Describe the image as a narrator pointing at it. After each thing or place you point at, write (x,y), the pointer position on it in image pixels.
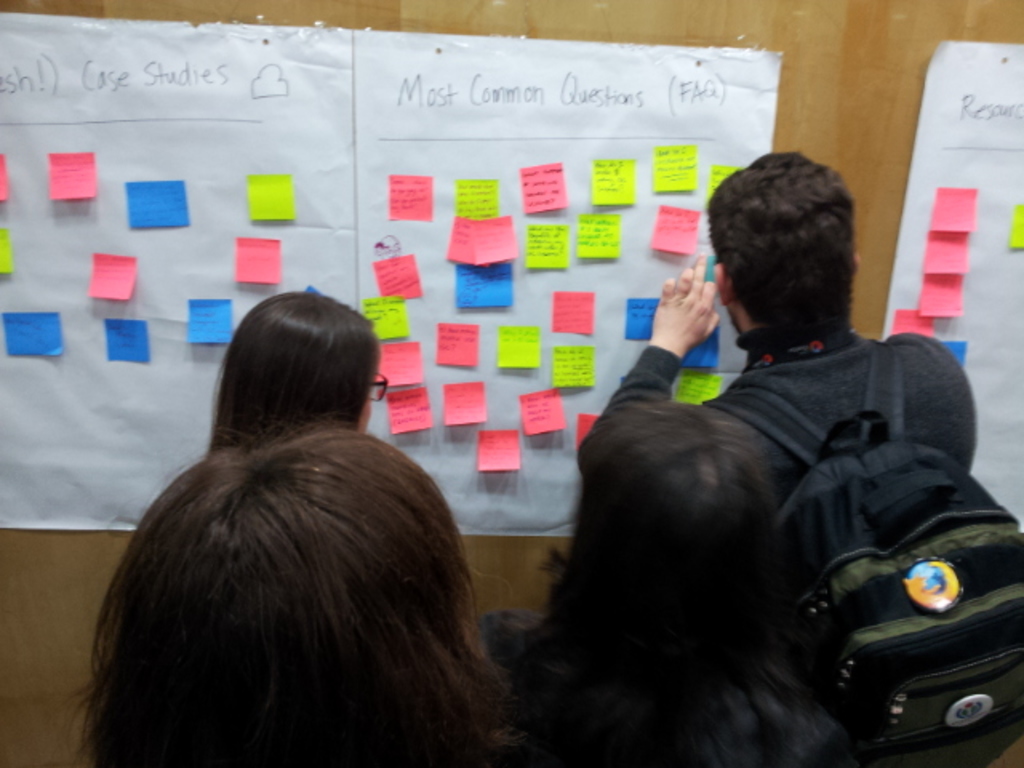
In this image I can see few people (695,742) and one person (709,282) is holding something. I can see few colorful papers (456,255), charts (349,100) are attached to the brown color surface (918,99).
